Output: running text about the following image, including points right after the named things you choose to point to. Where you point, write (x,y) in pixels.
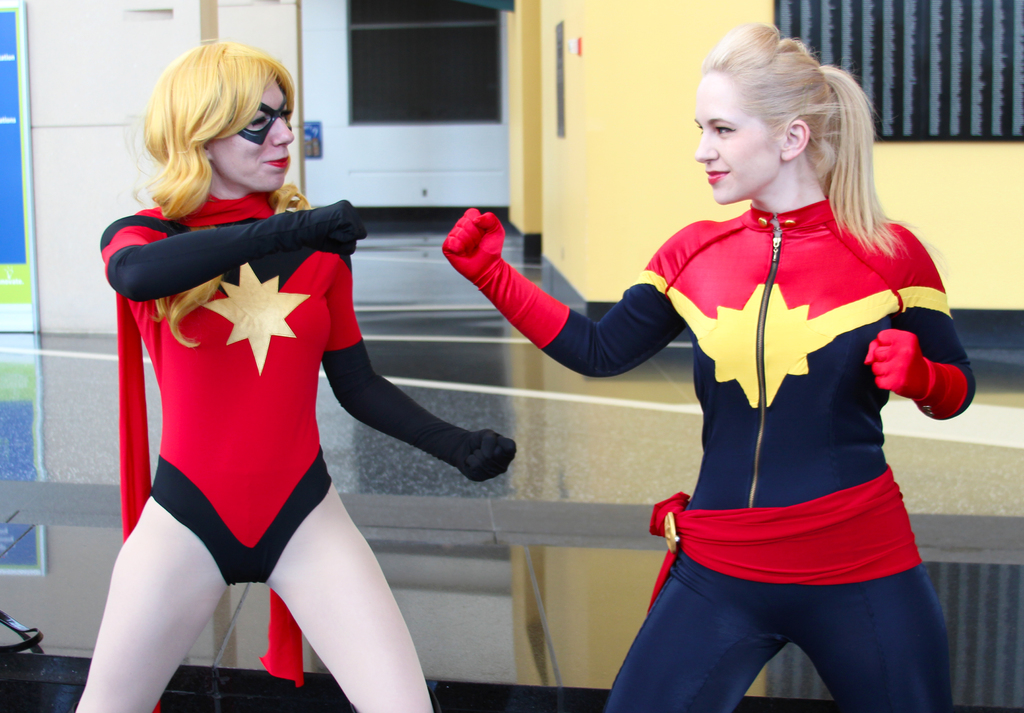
In the center of the image (611,341) we can see two people (785,235) standing and they are wearing costumes (321,453). In the background (6,112) there is a board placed on the wall (72,260) and there is a door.
